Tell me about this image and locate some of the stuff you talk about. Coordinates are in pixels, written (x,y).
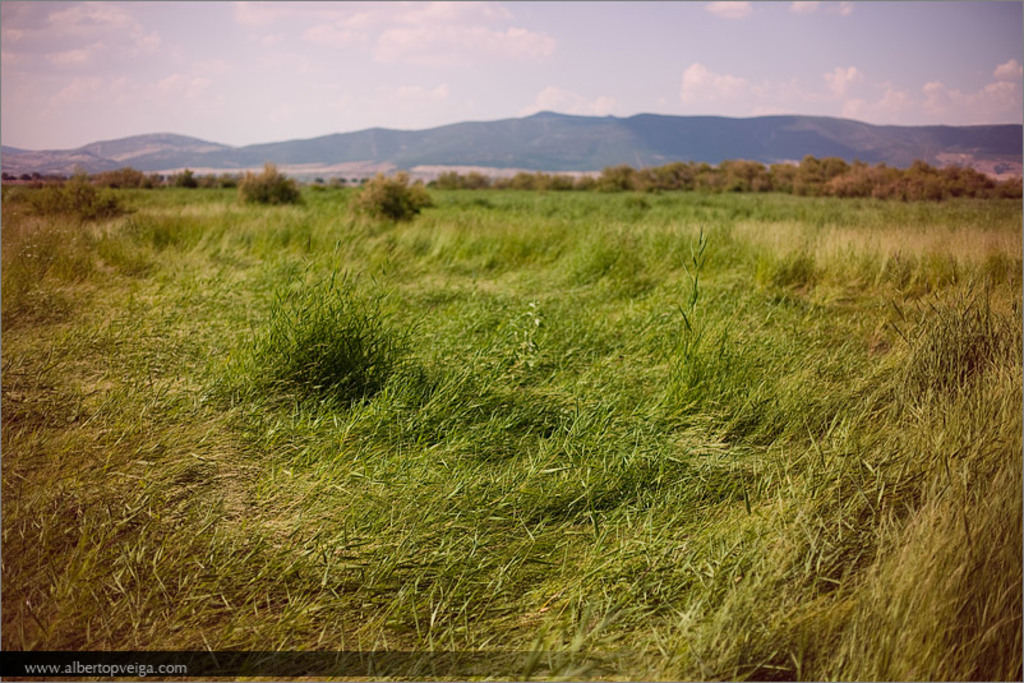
In this image we can see grass (458,269) on the surface (421,266), in the background of the image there are mountains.
